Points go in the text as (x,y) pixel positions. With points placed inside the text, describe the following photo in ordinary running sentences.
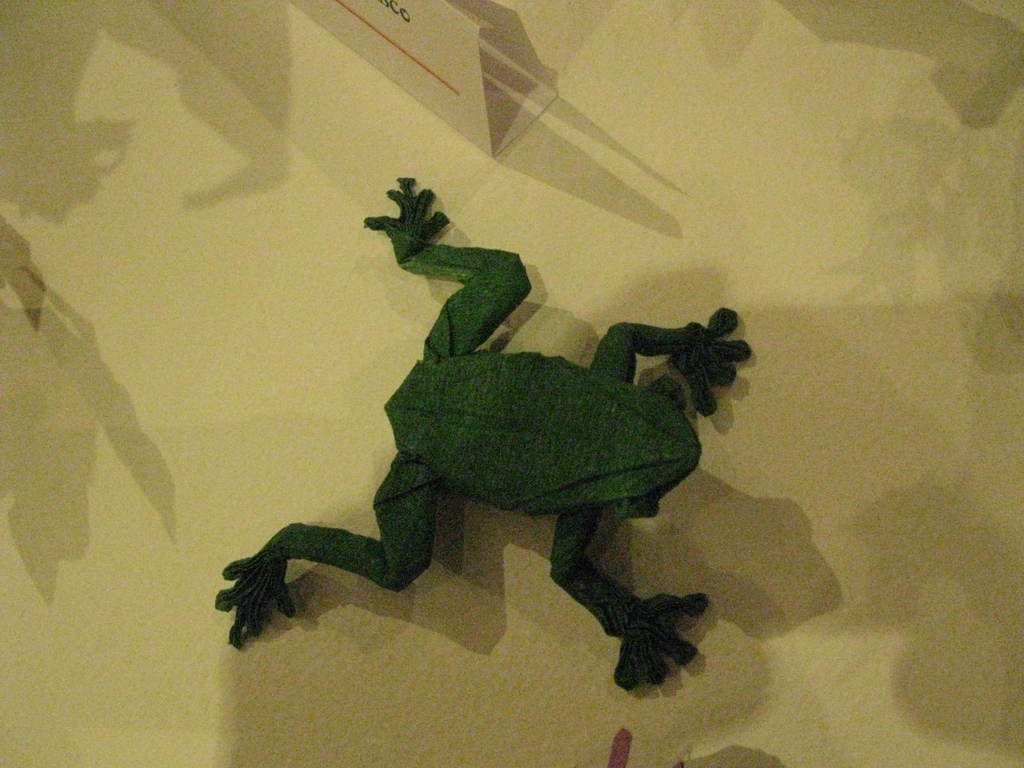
In this image we can see the paper model of frog (492,477).
